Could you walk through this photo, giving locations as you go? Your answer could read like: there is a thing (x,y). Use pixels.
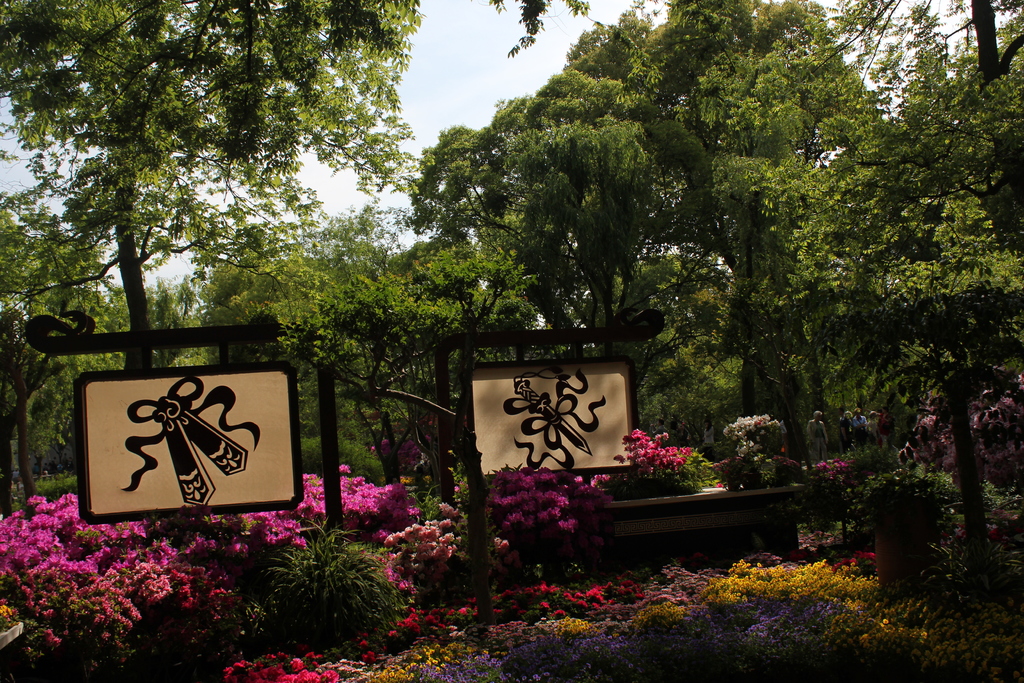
In front of the image there are plants (89,582) and flowers (32,556). There are painting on the boards (153,497). On the right side of the image (825,438) there are people (825,438). In the background of the image (657,291) there are trees (517,126) and sky (458,107).
